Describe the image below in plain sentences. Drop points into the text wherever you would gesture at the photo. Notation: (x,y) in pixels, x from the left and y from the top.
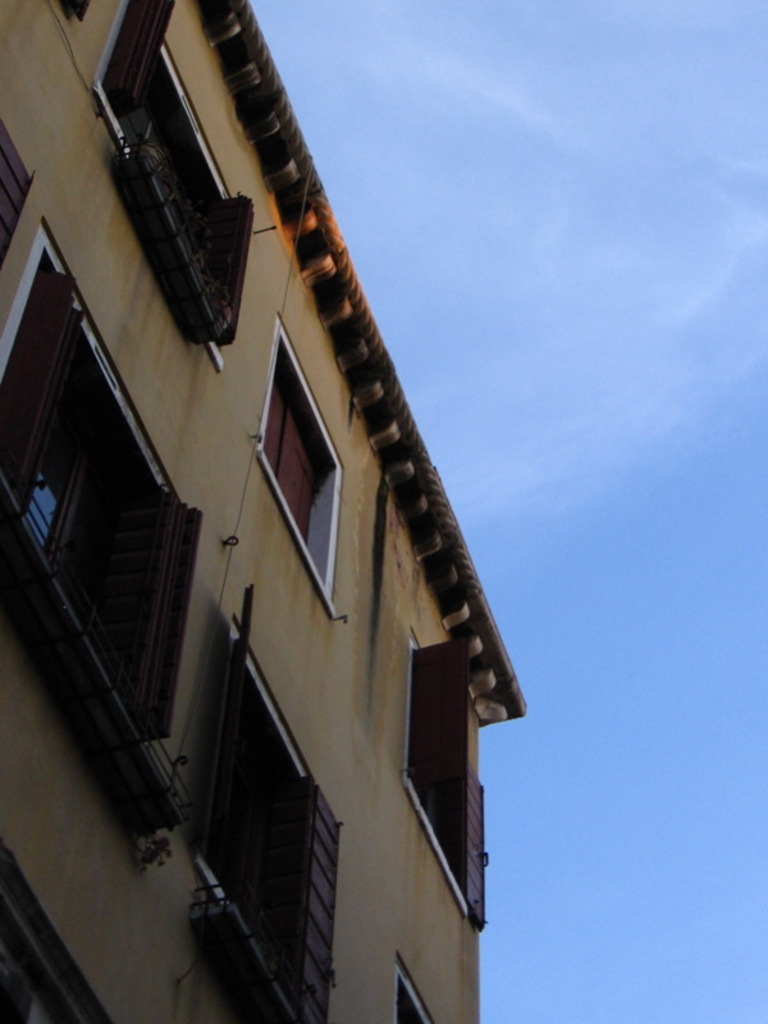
In this image we can see building (310,631). In the background (620,728) there is sky (620,801).
